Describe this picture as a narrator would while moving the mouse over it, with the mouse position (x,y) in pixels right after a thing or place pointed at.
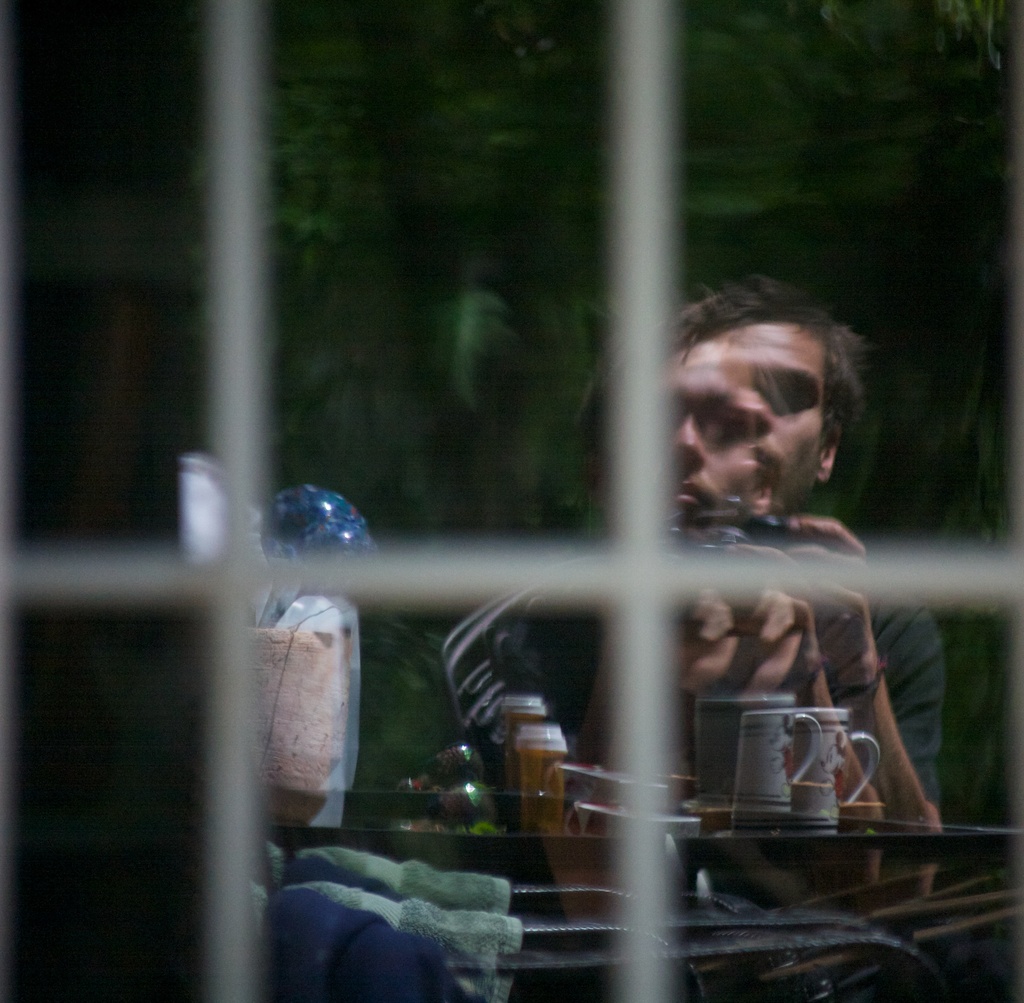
In this image there is a person (692,453) sitting and holding an object (703,534), there is a table (883,833) truncated towards the right of the image (841,836), there are objects (825,792) on the table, there is a fencing (262,527) truncated, the background of the image (727,69) is blurred.
